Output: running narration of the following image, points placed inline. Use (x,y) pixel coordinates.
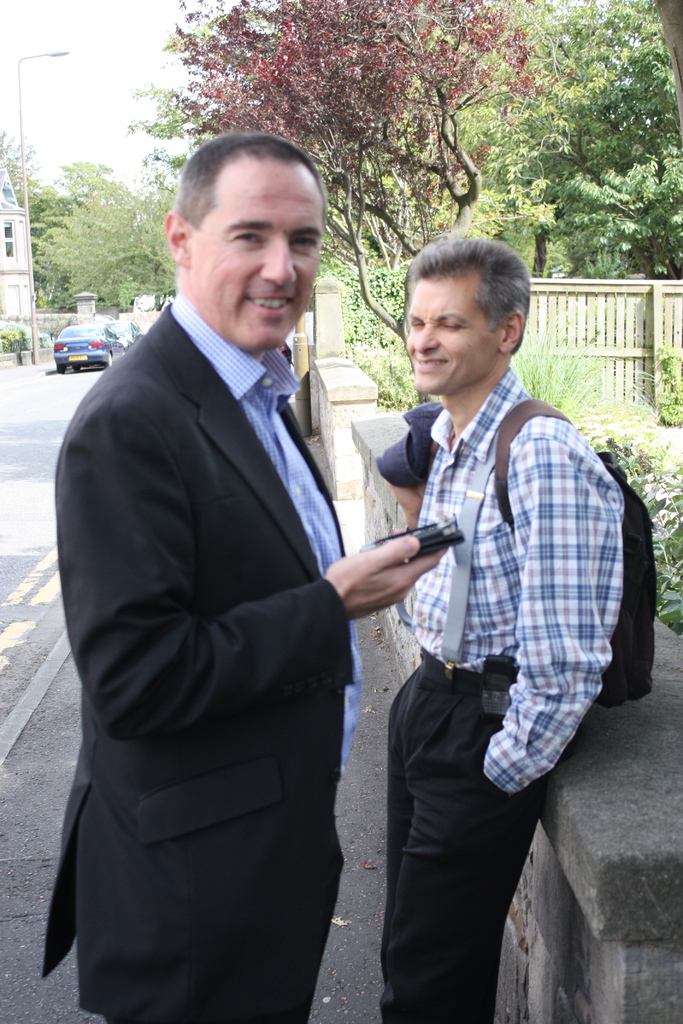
In the picture I can see two men (433,826) are standing among them the man (146,950) on the left side (156,765) is holding an object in the hand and the man (571,498) on the right side (577,526) is wearing a bag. In the background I can see trees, the sky (37,137), pole lights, fence (678,339), a building (5,281) and some other objects (333,300).
